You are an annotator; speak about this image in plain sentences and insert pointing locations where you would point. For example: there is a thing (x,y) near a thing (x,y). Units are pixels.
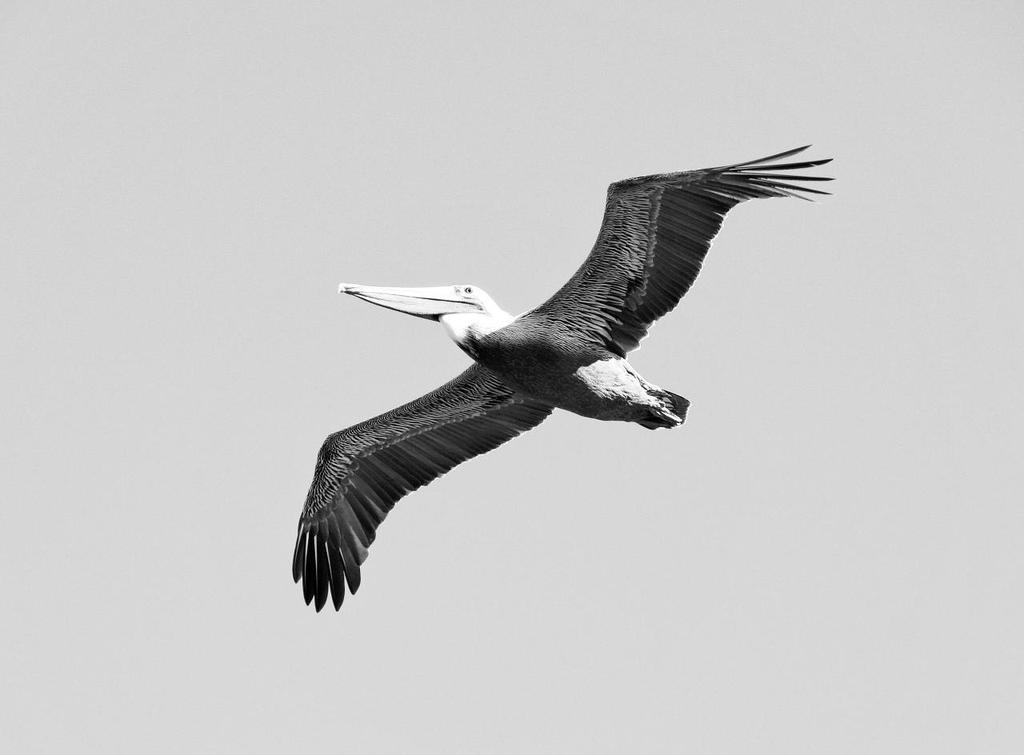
In the picture we can see the bird (773,159) flying in the air (162,372) with a long beak (433,287).
